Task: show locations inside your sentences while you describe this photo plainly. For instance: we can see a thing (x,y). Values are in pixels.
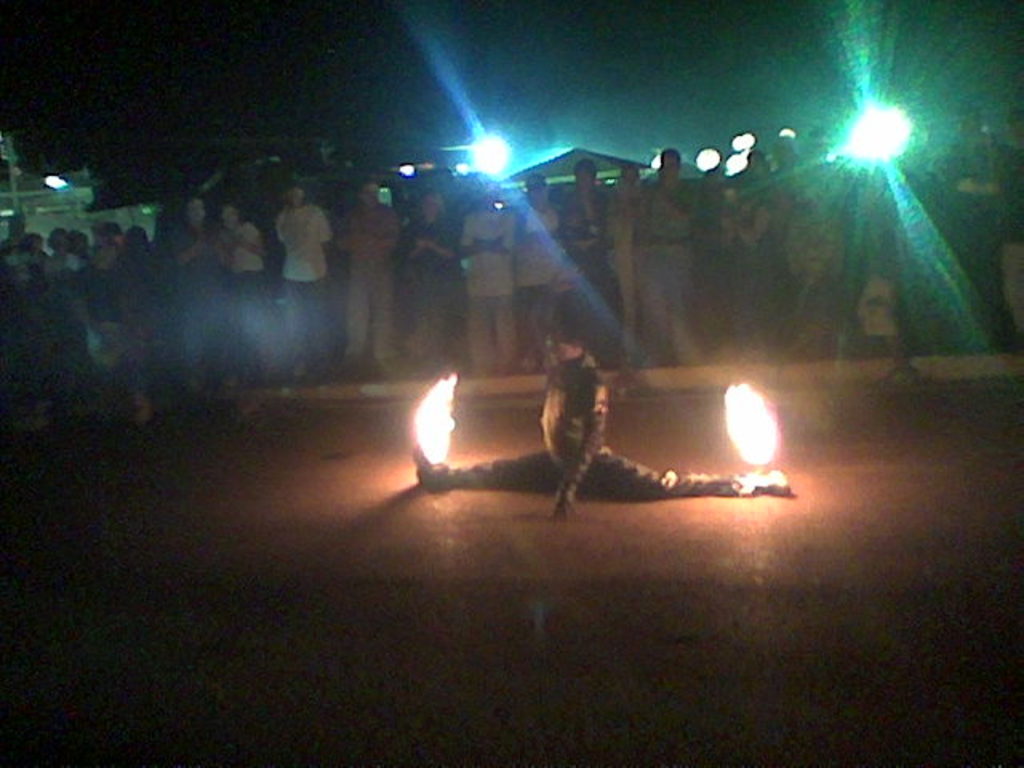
In this image we can see a person (661,476) stretched his legs (612,458) on the floor (746,686) and we can see fire (732,416). In the background (42,250) we can see few persons (502,206), lights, objects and the image is dark.
